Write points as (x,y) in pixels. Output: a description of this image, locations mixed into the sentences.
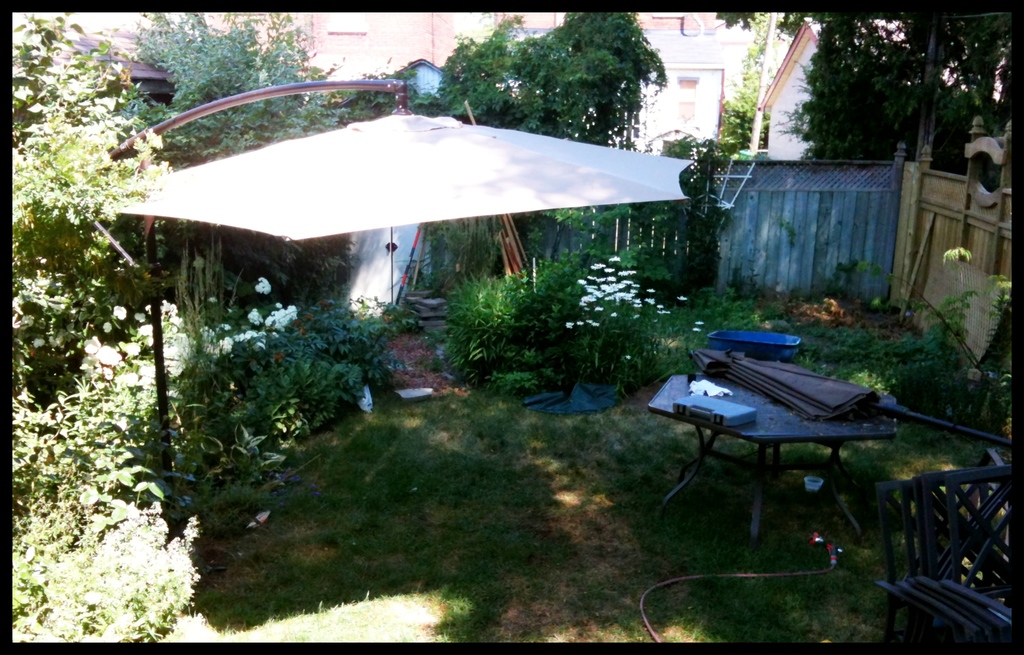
In this image I can see the tent (350,198). To the side of the tent (415,183) there is a table (700,427) and there is an umbrella (807,404) and some objects (716,412) on it. To the left (233,246) there are many trees (190,246) and plants (192,353). I can see some white color flowers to the plants (458,305). To the right (799,219) there is a wooden wall (754,218). In the background (691,22) there is a building (713,89).
